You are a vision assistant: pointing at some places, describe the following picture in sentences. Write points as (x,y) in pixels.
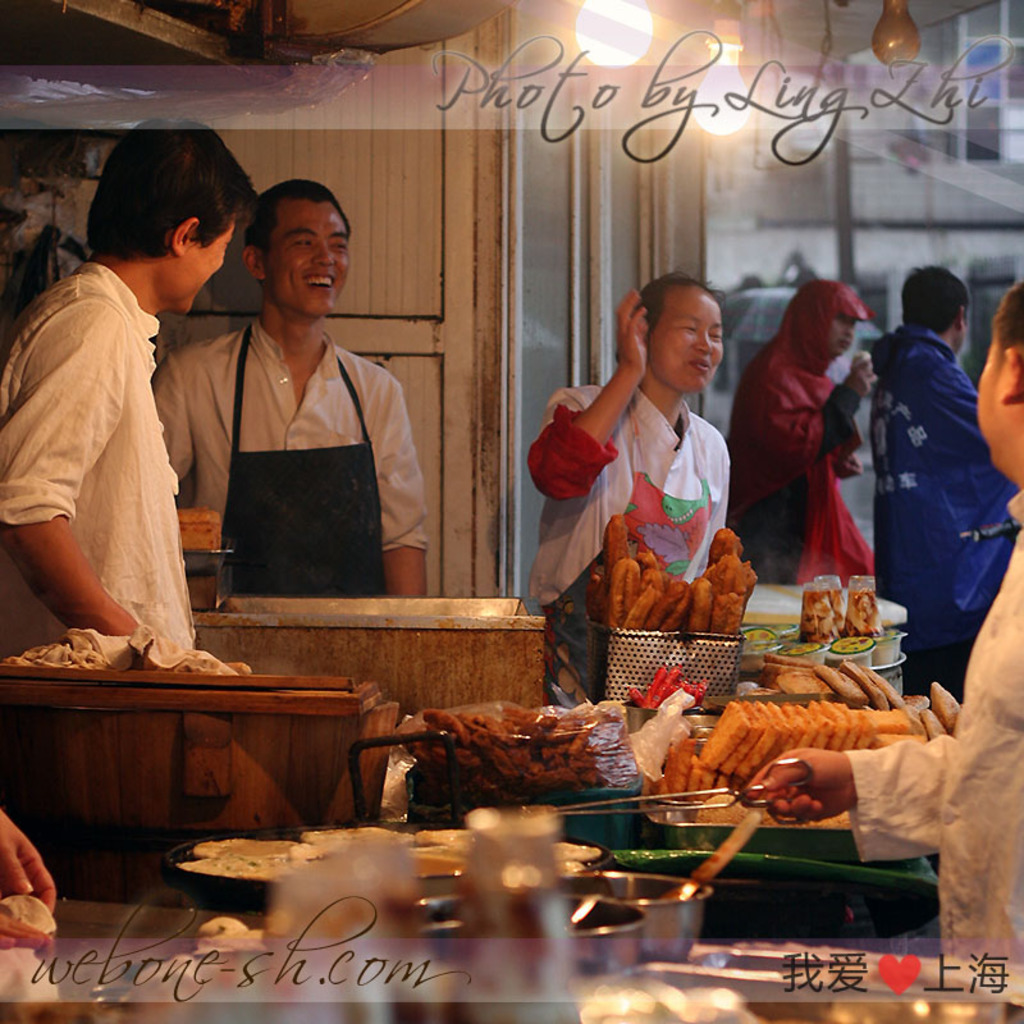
In this image in the center (604,494) there are a group of people (57,528), and at the bottom of the image (600,705) there are some food items (825,729), baskets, breads (844,729), and some bowls (614,898), spatulas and one person (975,808) is holding a scissor (738,793). And in the background (793,429) there are two people (884,404) standing, and there are glass doors (751,160) and through the doors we could see buildings (799,167). At the top of the image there are lights (598,14) and there is a text (543,85).
